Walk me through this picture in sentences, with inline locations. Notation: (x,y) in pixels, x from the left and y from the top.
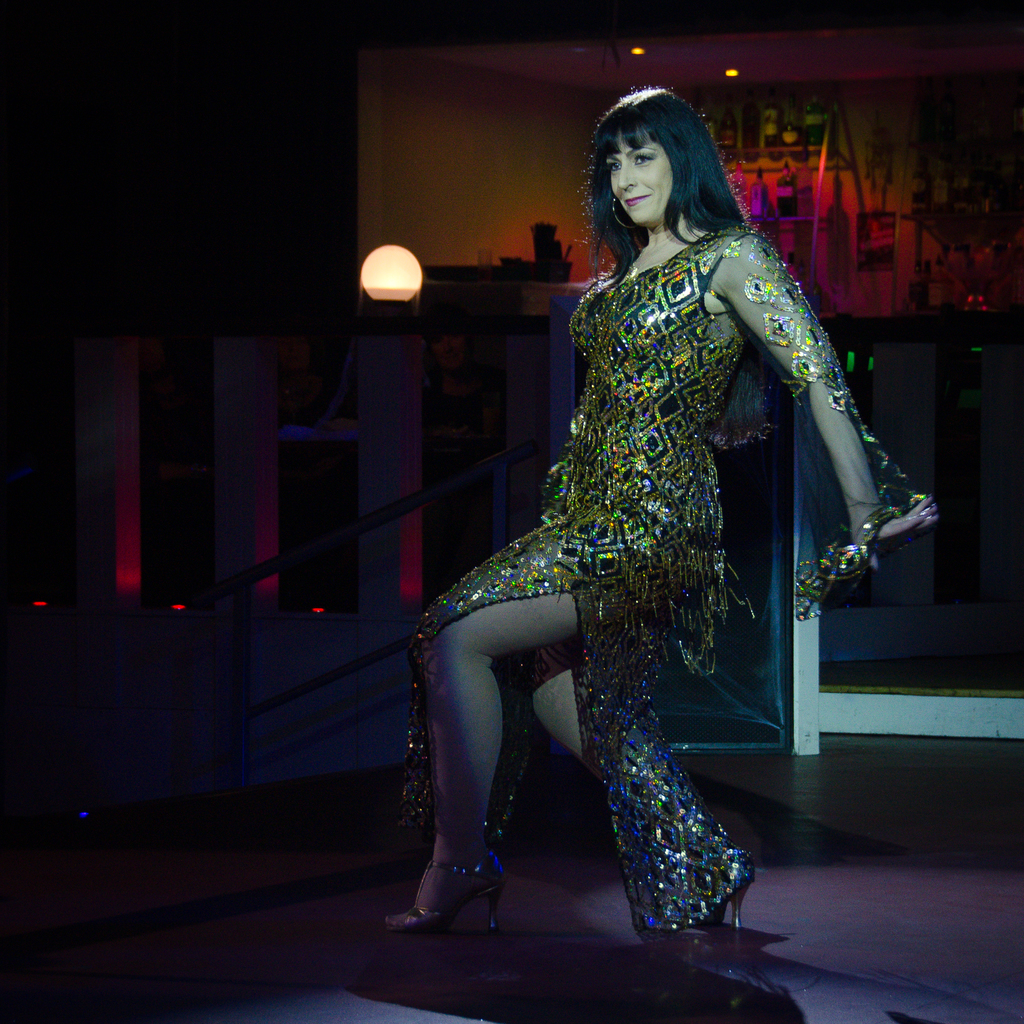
In this image in front (732,434) there is a person (748,427) standing on the floor (685,940). Behind her there is a railing (289,690). There is a table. On top of it there is a glass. In the background of the image (812,211) there are a few bottles (791,168) on the rack (798,208). Beside the rack (1014,235) there are a few objects (1009,264). There is a wall (454,178). On top of the image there are lights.
